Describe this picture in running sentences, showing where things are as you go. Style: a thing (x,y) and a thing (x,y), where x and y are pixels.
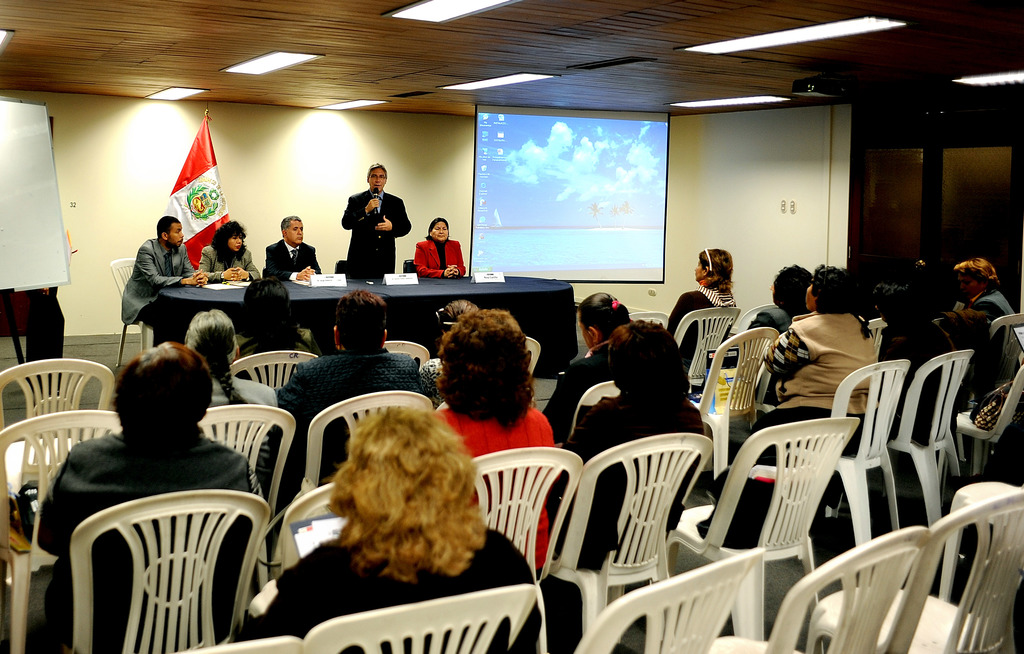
A man (372,192) is standing and speaking at table (371,278). There are four other people (307,263) sitting beside him on the stage (338,295). There is a flag (203,152) and screen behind them. There are some people (340,508) sitting in chairs (834,424) and listening to them.
